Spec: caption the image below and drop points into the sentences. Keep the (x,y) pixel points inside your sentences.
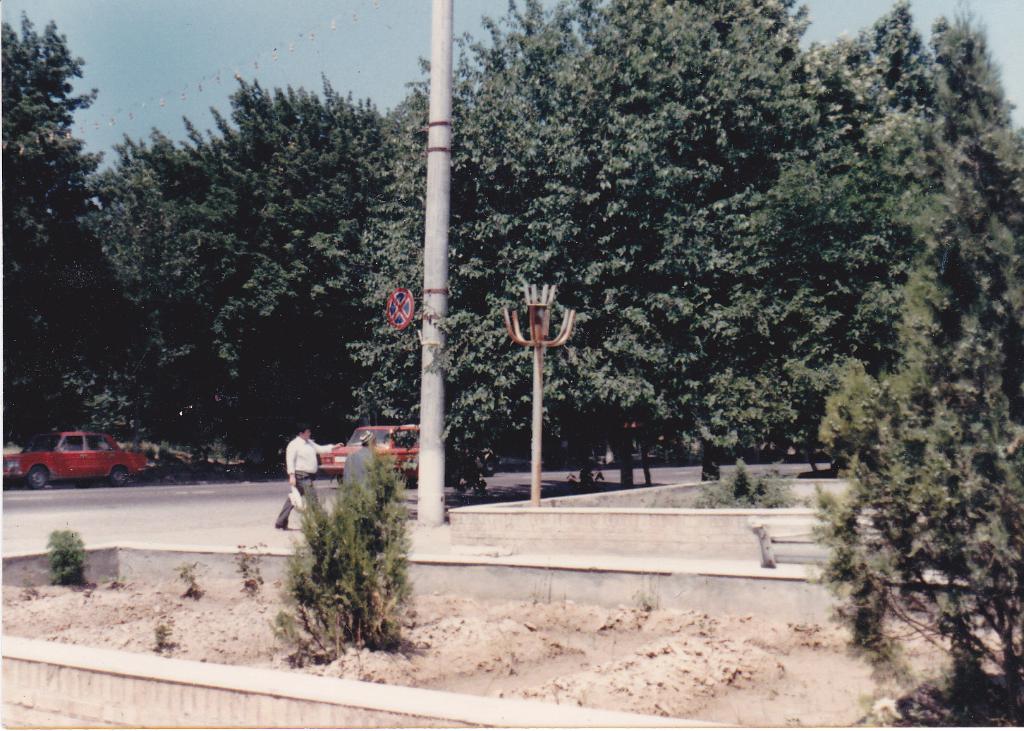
In this image there are some cars (320,464) on the road (230,489) beside them there are some trees (586,351), also there is a man (309,475) walking beside the pole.
